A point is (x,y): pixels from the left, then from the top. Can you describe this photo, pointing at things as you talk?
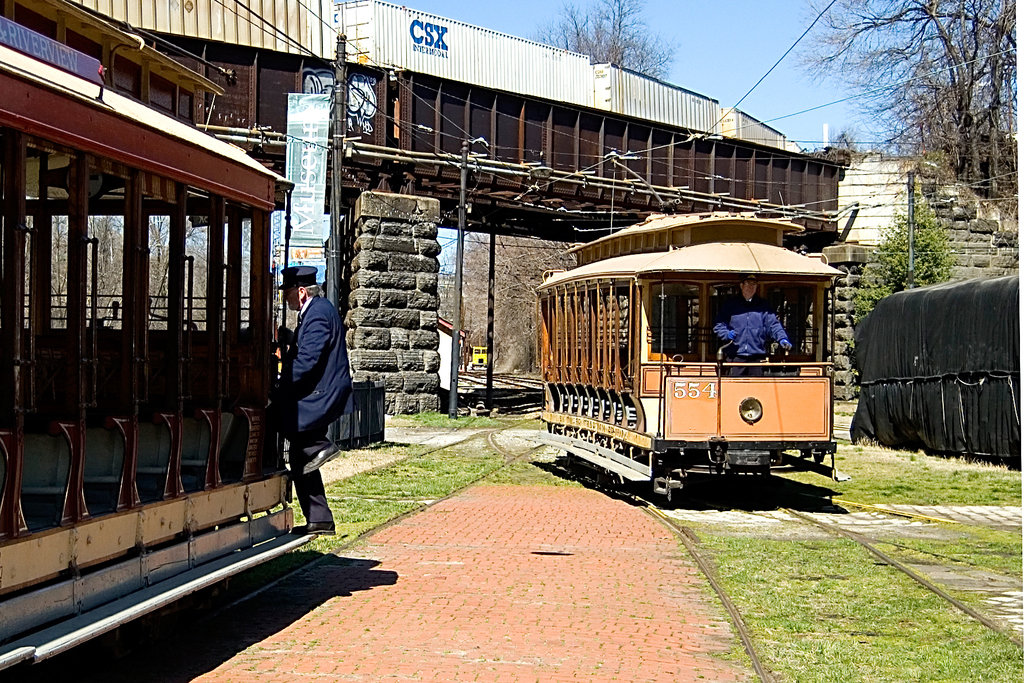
In this image on the left (296,345), there is a man (304,389), he wears a suit (310,346), shirt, trouser (323,431), shoes (324,458) and cap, he is on the train (177,397). In the middle (672,383) there is a train (599,471) on that there is a man (759,321), in front of that there is a railway track (822,616). In the middle (565,276) there are electric poles (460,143), cables (578,182), shed (604,192), wall (418,253), train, trees (929,255) and sky (718,72).
